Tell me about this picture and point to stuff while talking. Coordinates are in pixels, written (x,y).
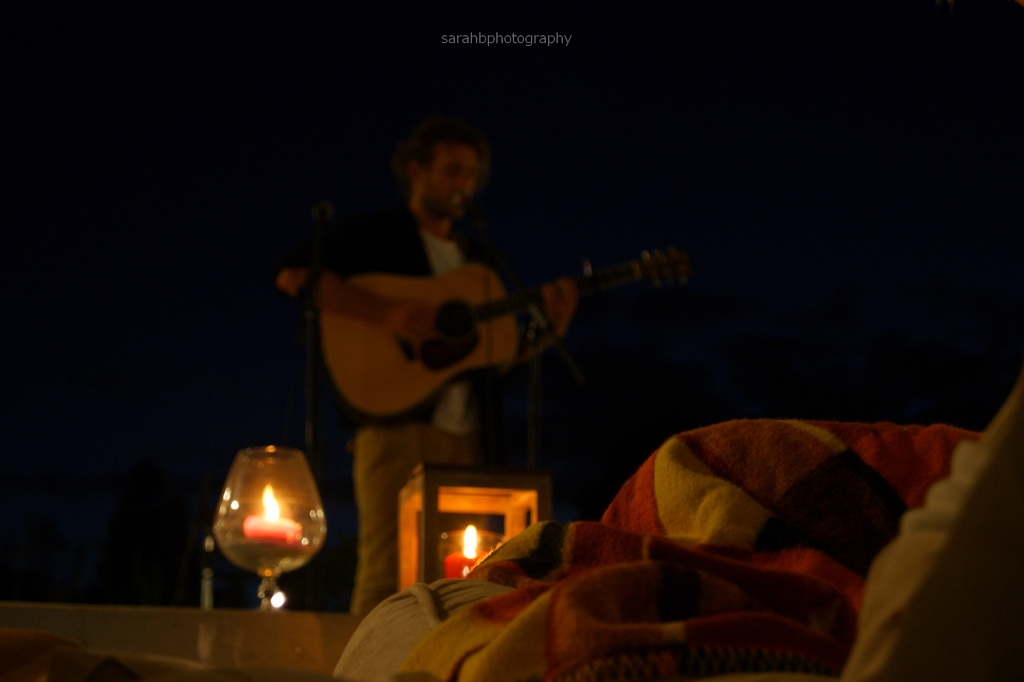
Background (994,225) is very dark. Here we can see a man (487,258) standing in front of a mike (476,237), singing and playing guitar (385,376). Here we can see candles (450,565) and a glass (241,511). This is a blanket (815,562) and a pillow (956,577).
